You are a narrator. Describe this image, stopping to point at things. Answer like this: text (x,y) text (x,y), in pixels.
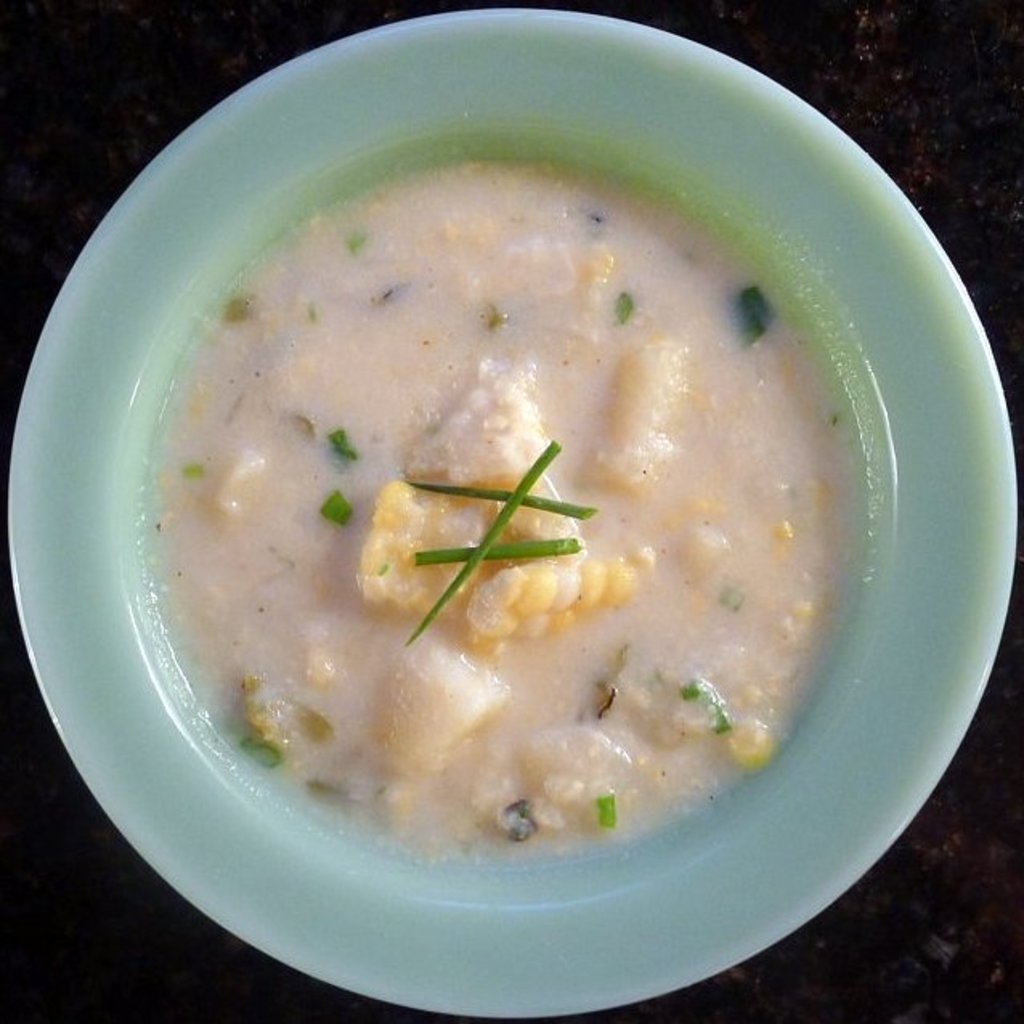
In this picture I can see food (523,576) in the plate (192,853). I can see dark surface (119,900).
